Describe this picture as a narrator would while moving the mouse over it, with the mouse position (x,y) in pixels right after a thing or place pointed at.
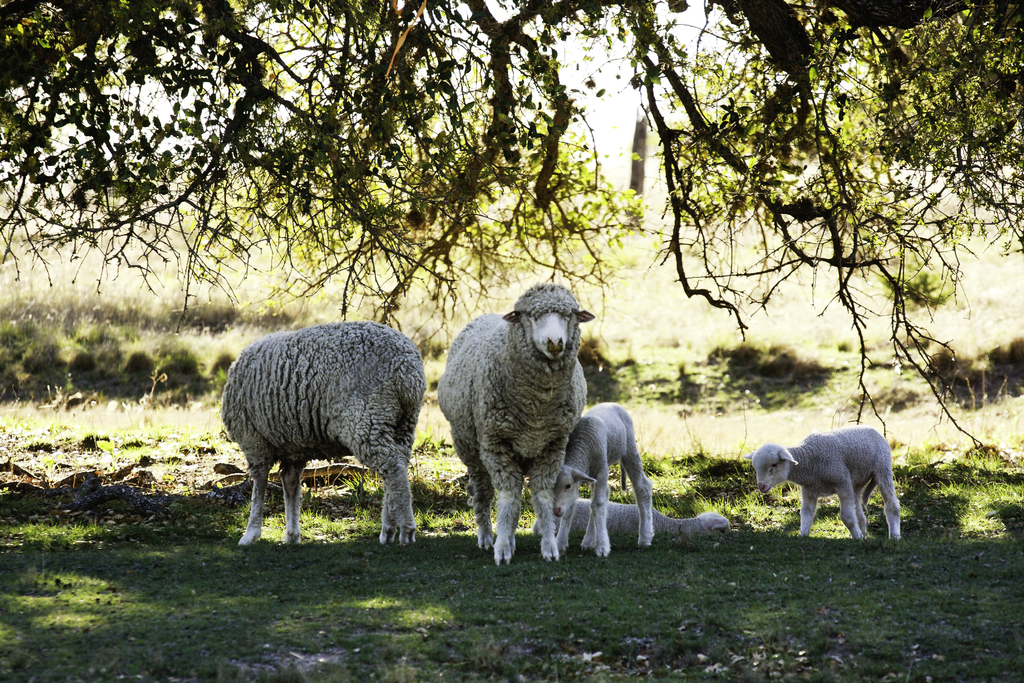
In this picture we can observe sheep (509,473) on the ground (359,561). There is some grass (203,588) on the ground (778,613). One of the sheep (622,521) was laying on the ground (672,536). In the background (603,352) there are some plants (101,373) and a tree (304,80).
